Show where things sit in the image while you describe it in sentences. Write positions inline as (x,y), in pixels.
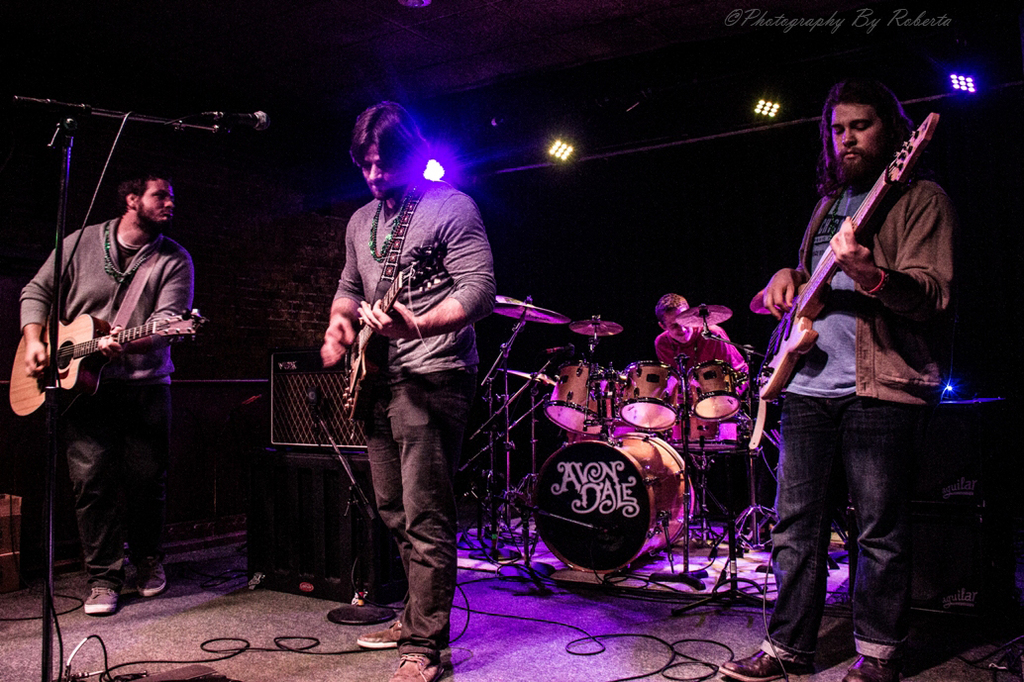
As we can see in the image there are four people (840,416) on stage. Three of them are holding guitar (433,282) in their hands (359,312) and the man (675,360) in the background (675,360) is playing drums (641,398).
